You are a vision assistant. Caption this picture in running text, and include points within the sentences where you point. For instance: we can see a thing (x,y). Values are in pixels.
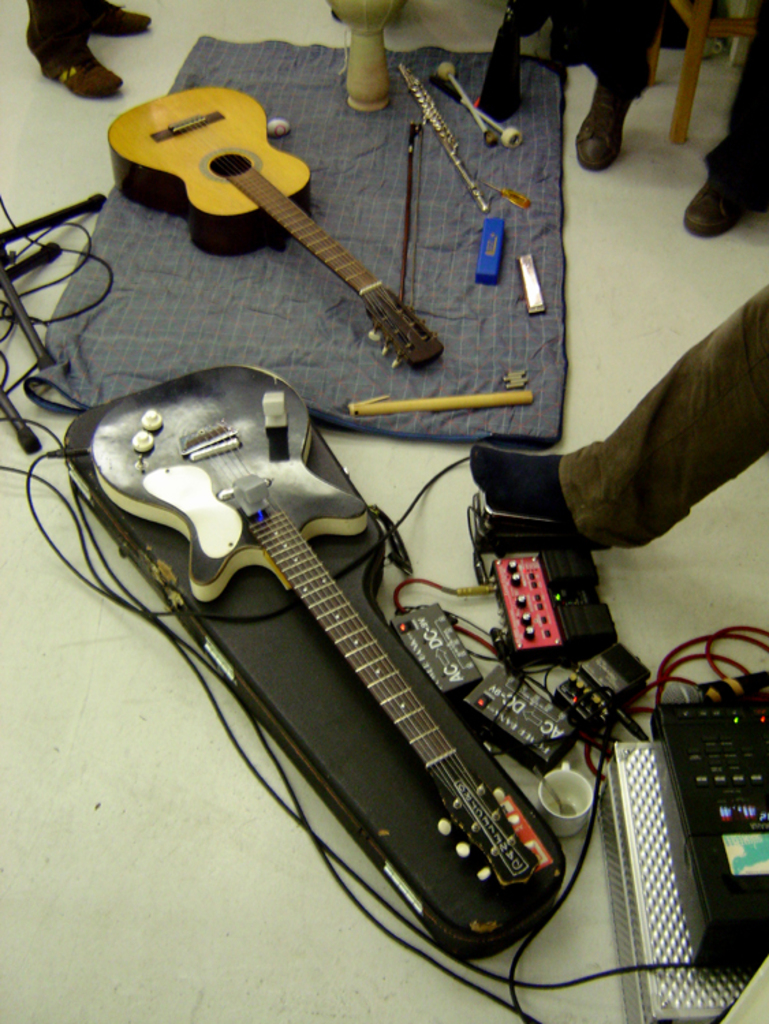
In this image I can see that two guitar (305,467) and few other objects (575,694) on the floor (1,954).
